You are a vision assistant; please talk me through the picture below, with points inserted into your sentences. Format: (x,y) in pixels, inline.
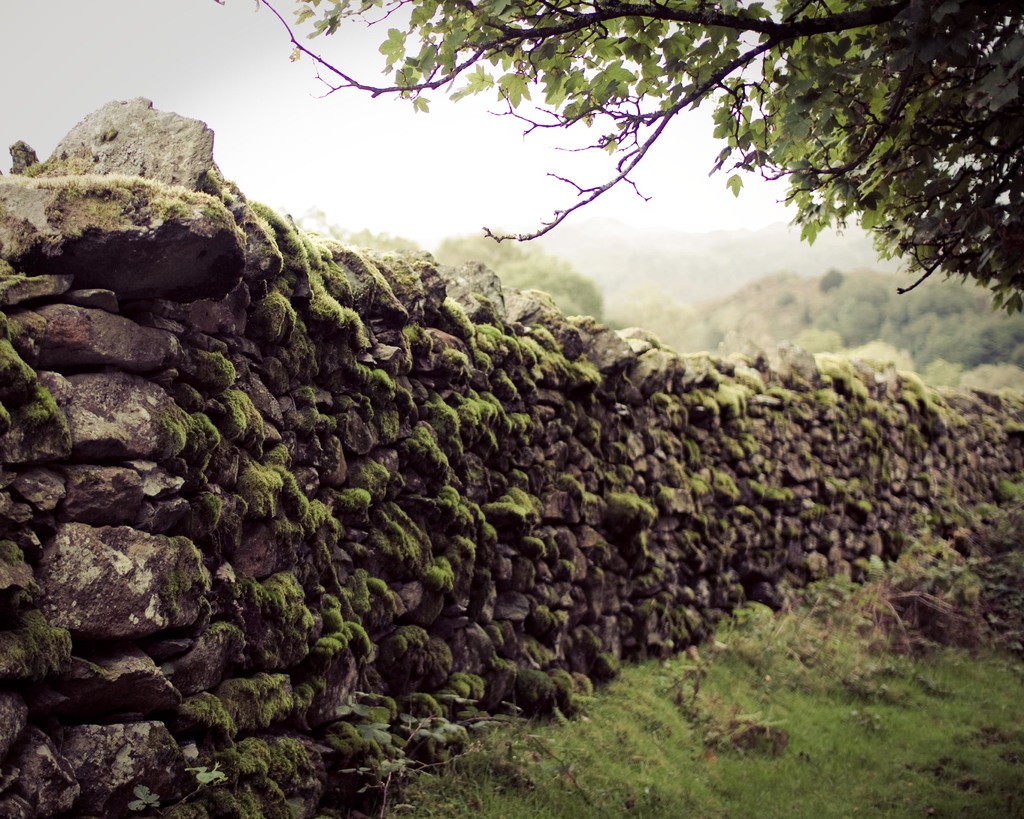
In the center of the image (423,527) we can see the stone wall (341,298). In the background of the image (441,248) we can see the trees (1014,87). At the bottom of the image (672,746) we can see the grass (911,655).
